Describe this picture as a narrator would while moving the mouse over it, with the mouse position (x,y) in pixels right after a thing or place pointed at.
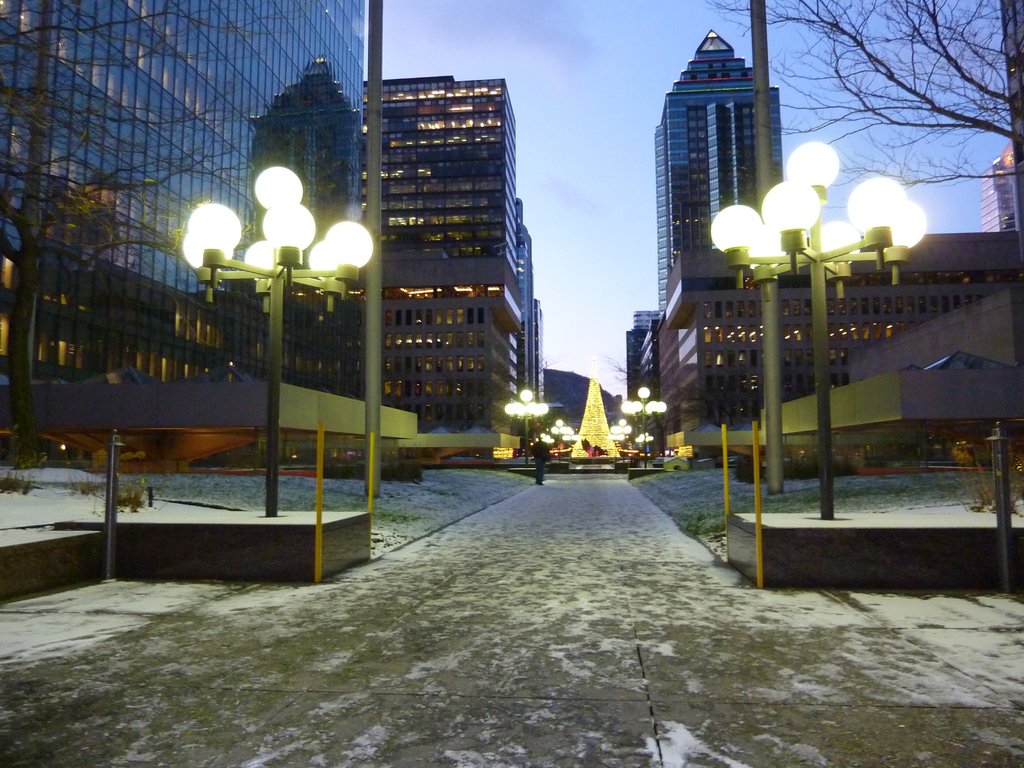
In this image on the right side (821,359) and left side (329,339) there are buildings (363,270), poles (1017,236), lights (622,431), trees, plants (962,468) and snow (902,524). And in the center (534,449) there is one person (545,455), in the background (594,377) there are mountains (574,380), light (547,437), tower (580,434), and at the bottom (545,691) there is road (328,670) and at the top (640,72) there is sky (678,65).
